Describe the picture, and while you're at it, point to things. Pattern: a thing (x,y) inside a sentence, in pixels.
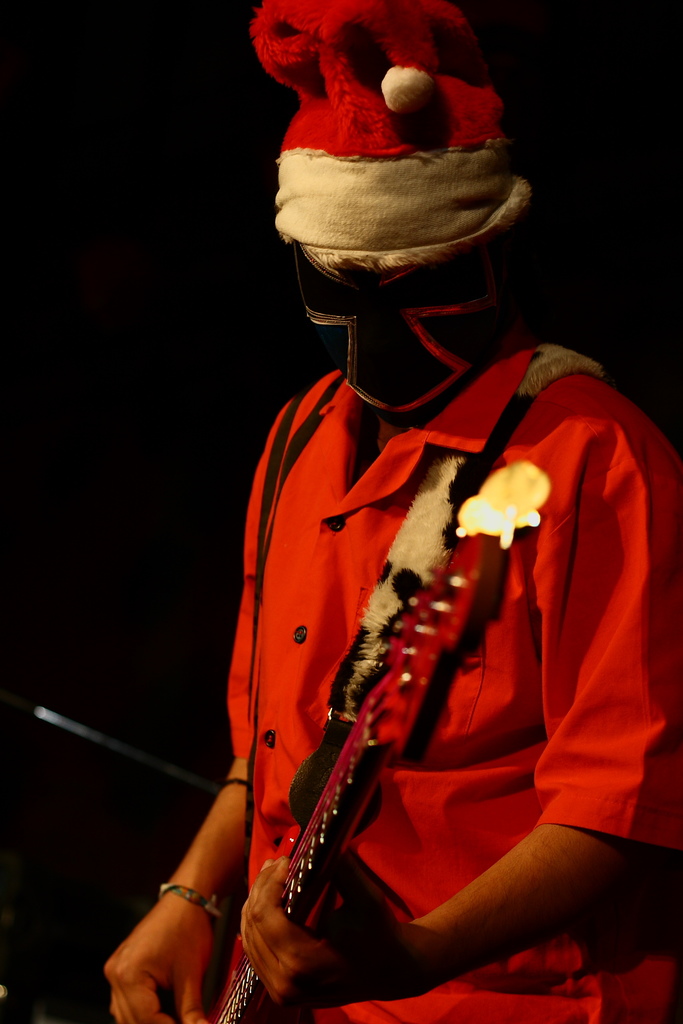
In this picture we can see a man (327,429), he wore a mask (389,401) and a red color shirt (402,439), and he is holding a guitar (346,790).
